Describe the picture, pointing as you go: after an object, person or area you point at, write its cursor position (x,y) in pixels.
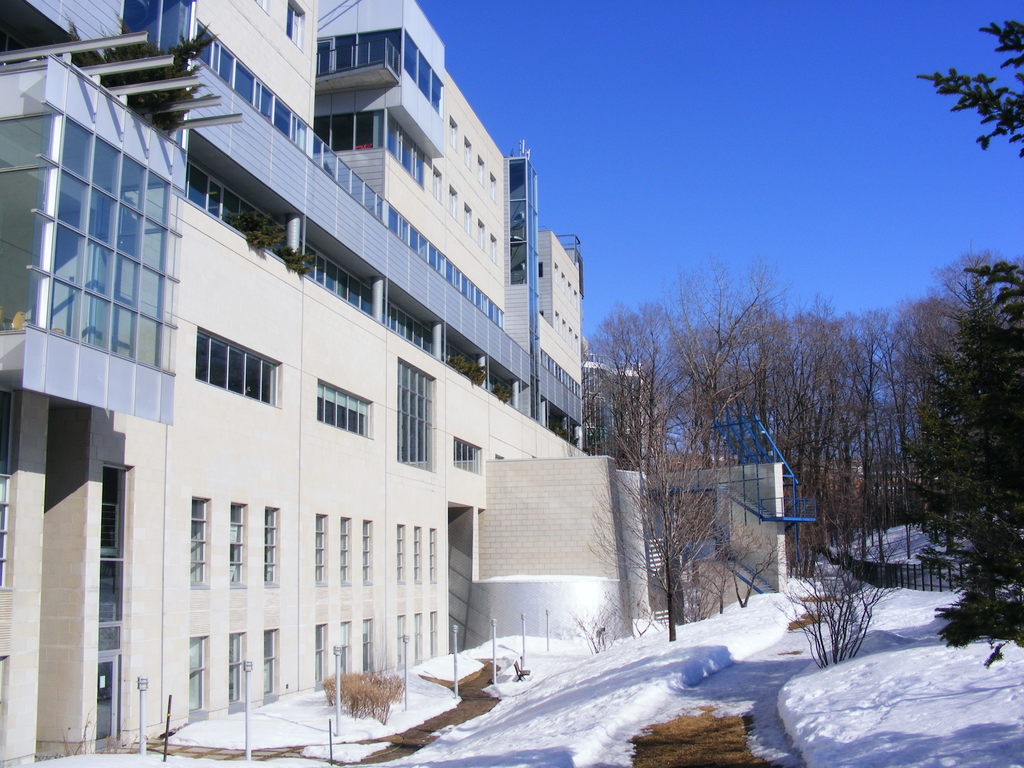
In this image I can see snow (973,751), there is a white building (12,371) on the left (86,721). There is a fence (879,570) and trees (996,544) at the back (898,572). There is sky (485,117) at the top (485,117).
